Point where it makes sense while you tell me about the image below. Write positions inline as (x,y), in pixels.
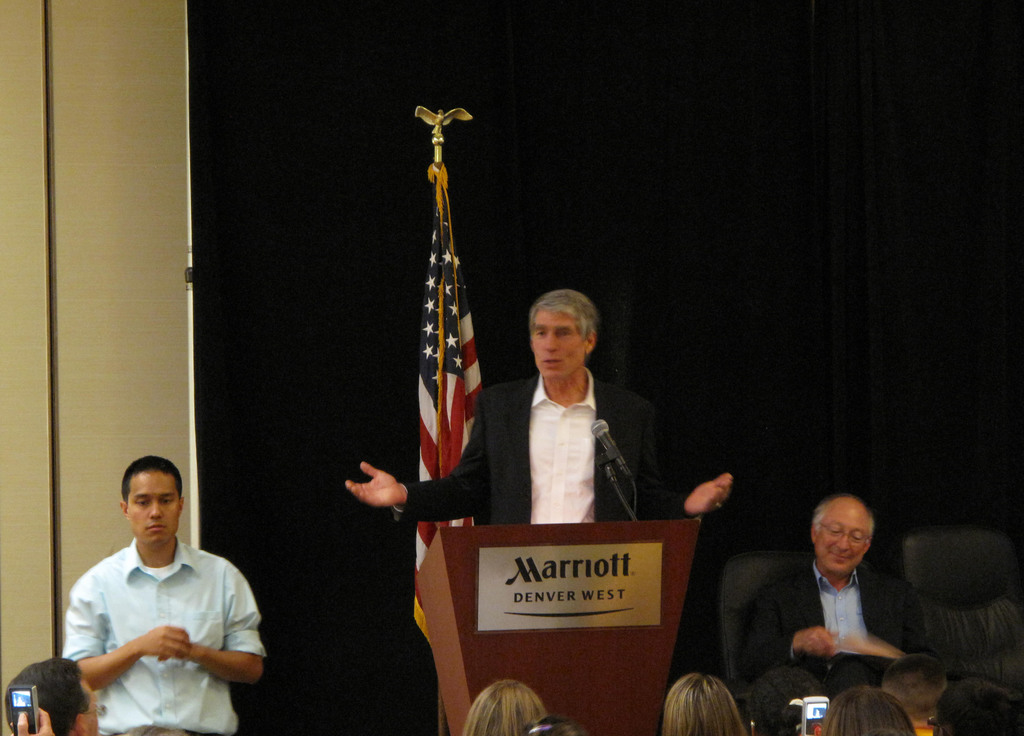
In this picture we can see mobiles (808,708), flag (427,448), podium (509,543), mic (600,426), chairs (753,598), black curtain (675,363), wall (186,404) and a group of people (156,463) where a man (791,611) sitting and two men (496,495) are standing.
